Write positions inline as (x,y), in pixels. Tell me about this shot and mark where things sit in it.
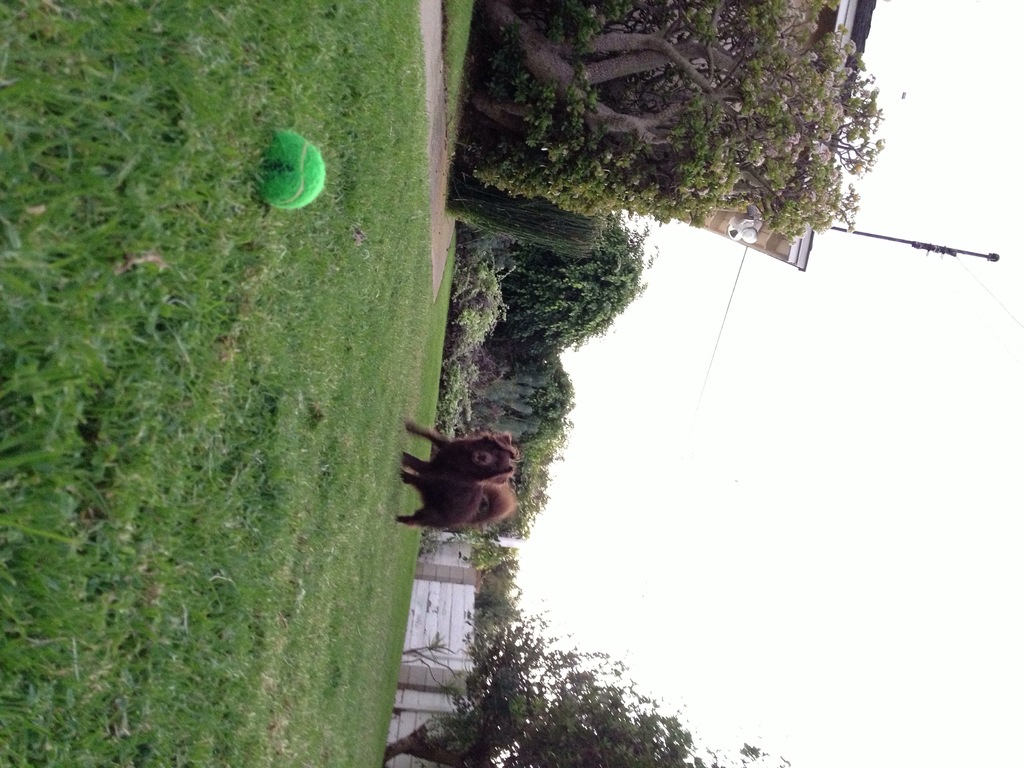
In this image I can see an open grass ground (348,472) in the centre (389,291) and on it I can see a brown colour dog (425,498) and a green colour ball (275,163). In the background (504,410) I can see number of trees (568,261), a building (848,20) and on the top of the building (807,247) I can see a pole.
